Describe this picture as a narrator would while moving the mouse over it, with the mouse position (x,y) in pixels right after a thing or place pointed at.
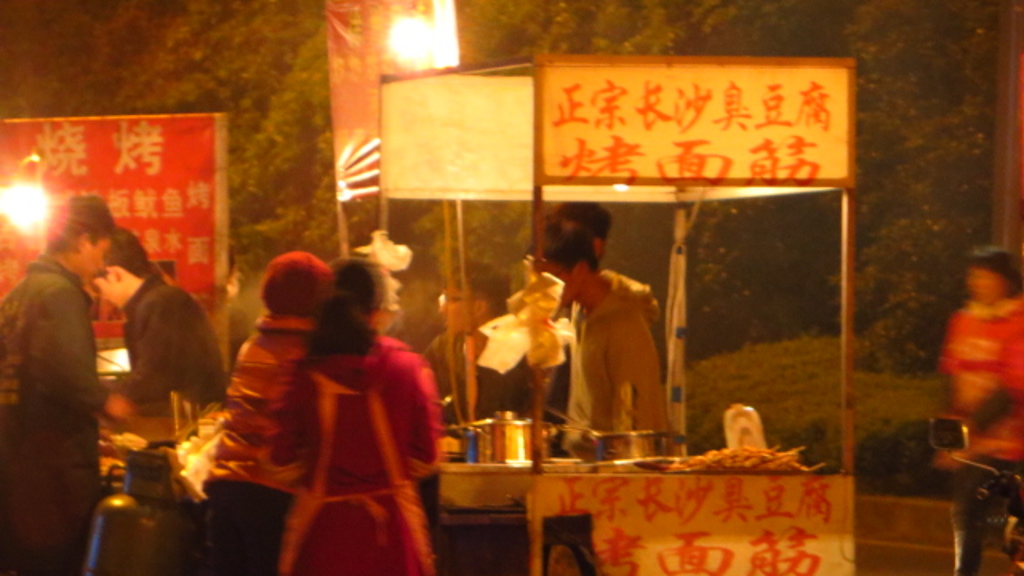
This is an image clicked in the dark. Here I can see two food stalls (156,195), around these few people (215,345) are standing. In the background (279,59) I can see the trees (794,31) and a street light (434,45).
